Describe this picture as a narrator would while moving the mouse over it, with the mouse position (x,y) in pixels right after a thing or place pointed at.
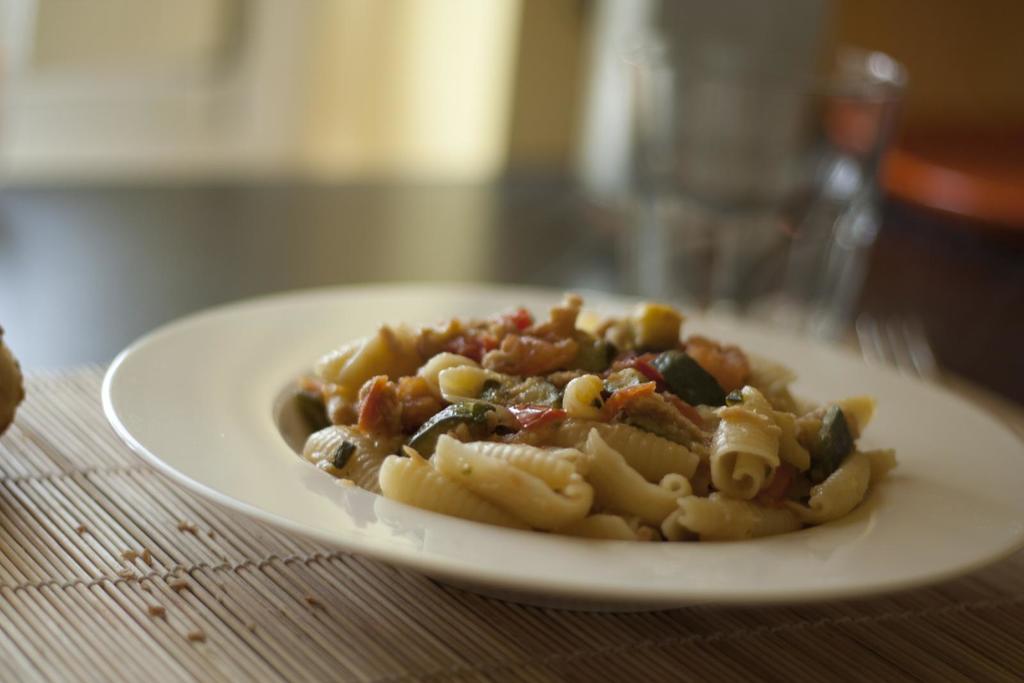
In the foreground of the picture (449,434) there is a food item (551,480) on a plate (233,391). At the bottom (358,619) it is mat (372,655). The background (56,233) is blurred.
